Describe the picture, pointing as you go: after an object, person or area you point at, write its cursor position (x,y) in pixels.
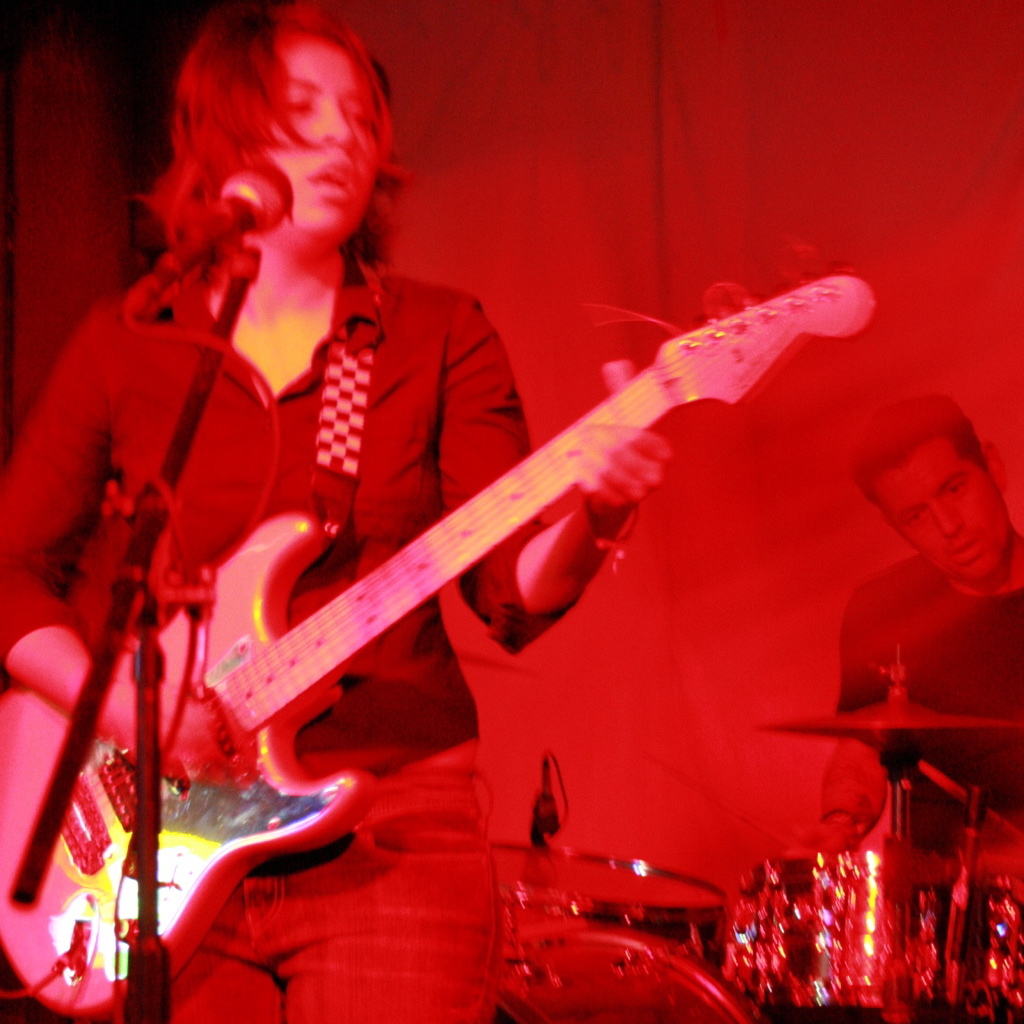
In this picture a lady (245,312) is playing a guitar (766,357) and also singing with a mic (234,220) placed in front of her. In the background (954,579) we observe a guy (954,597) playing drums (901,742) and there are many musical instruments (688,907) in the picture. The picture is red in color.
